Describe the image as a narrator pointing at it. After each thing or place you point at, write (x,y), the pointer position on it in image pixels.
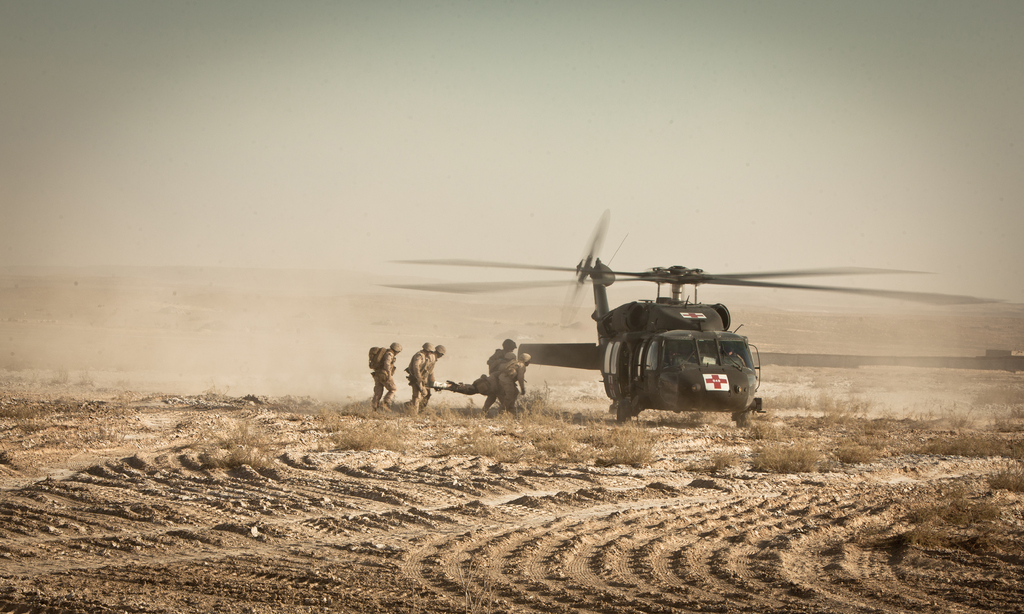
This is the picture of a helicopter (525,286) which is black in color and around there are some people (500,398) and some sand (563,589) and stones (776,473) on the floor (220,458).
